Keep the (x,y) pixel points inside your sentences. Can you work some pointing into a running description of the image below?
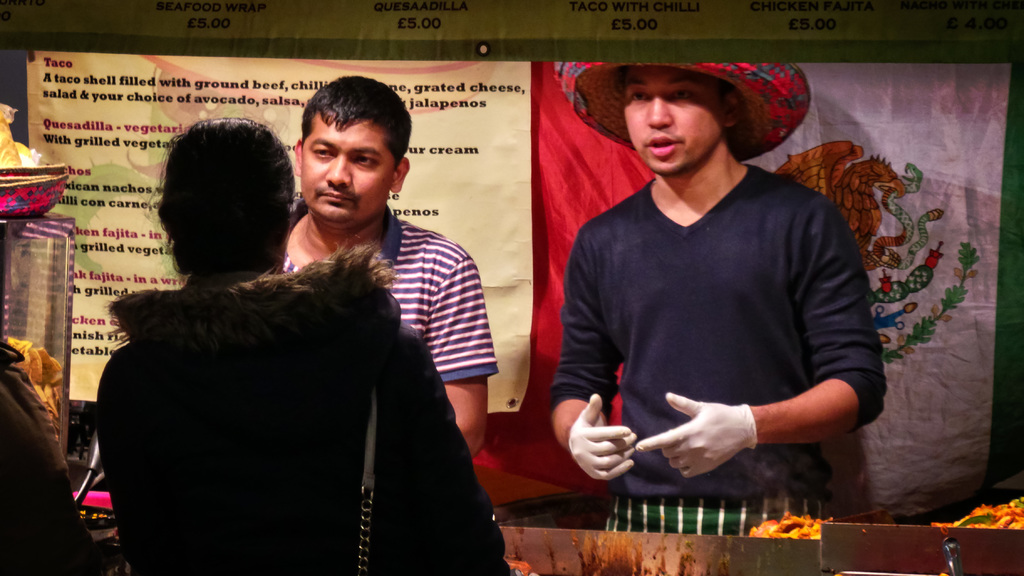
In this image I can see few people (583,401). One person (726,400) is wearing a hat (757,134) and gloves (730,416). I can see food items (986,517) in-front. I can see few banners (545,165) in different color.
